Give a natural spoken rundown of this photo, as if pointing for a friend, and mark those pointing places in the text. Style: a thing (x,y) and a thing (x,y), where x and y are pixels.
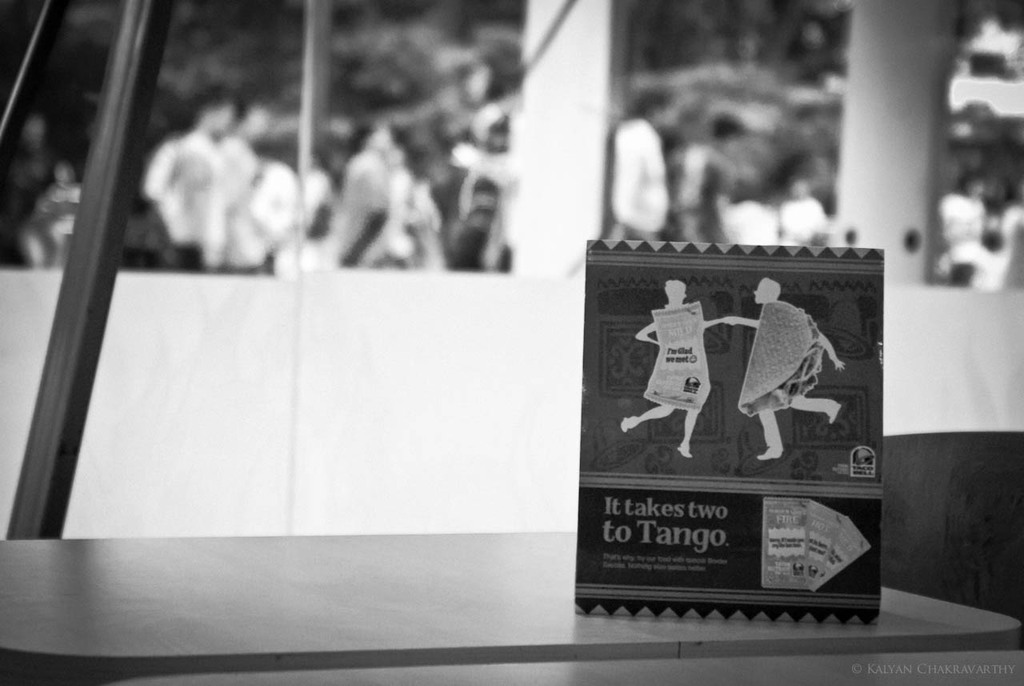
It is a black and white image and there is a small poster (729,412) kept on a table (487,593) in the foreground (718,339).
